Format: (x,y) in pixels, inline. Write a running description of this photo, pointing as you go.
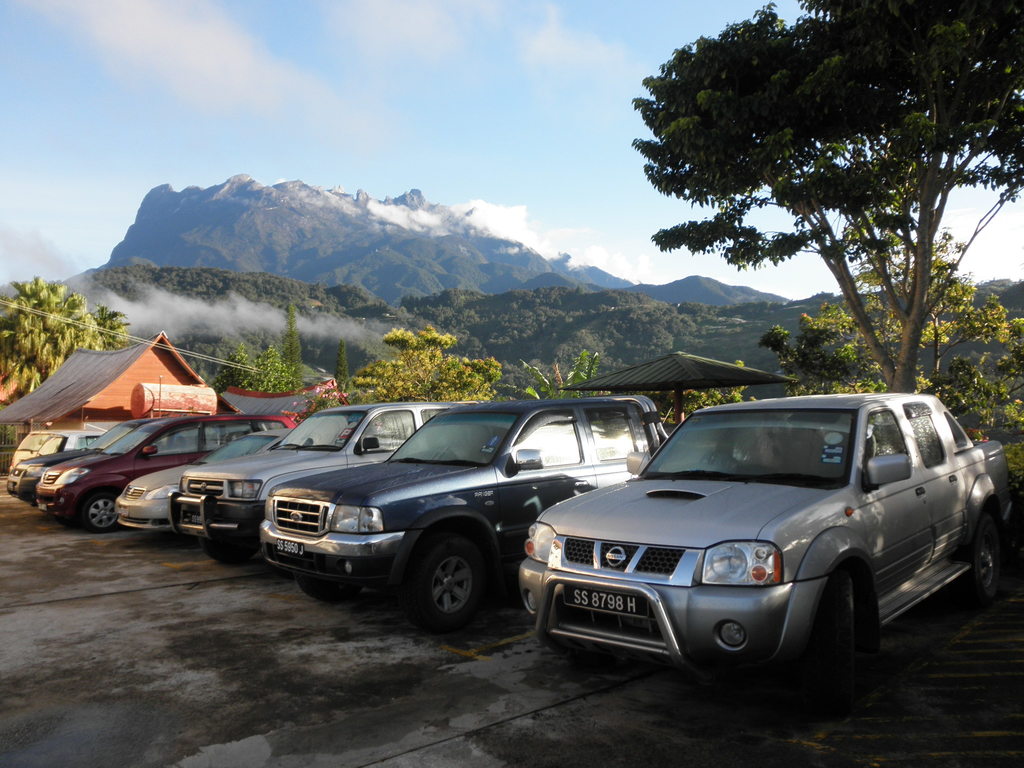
In this picture, we can see some vehicles (437,431) are parked on the path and behind the vehicles (516,437) there is a pole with an umbrella (660,370), trees (92,343), hills (398,303), fog (396,212) and sky (471,131).
